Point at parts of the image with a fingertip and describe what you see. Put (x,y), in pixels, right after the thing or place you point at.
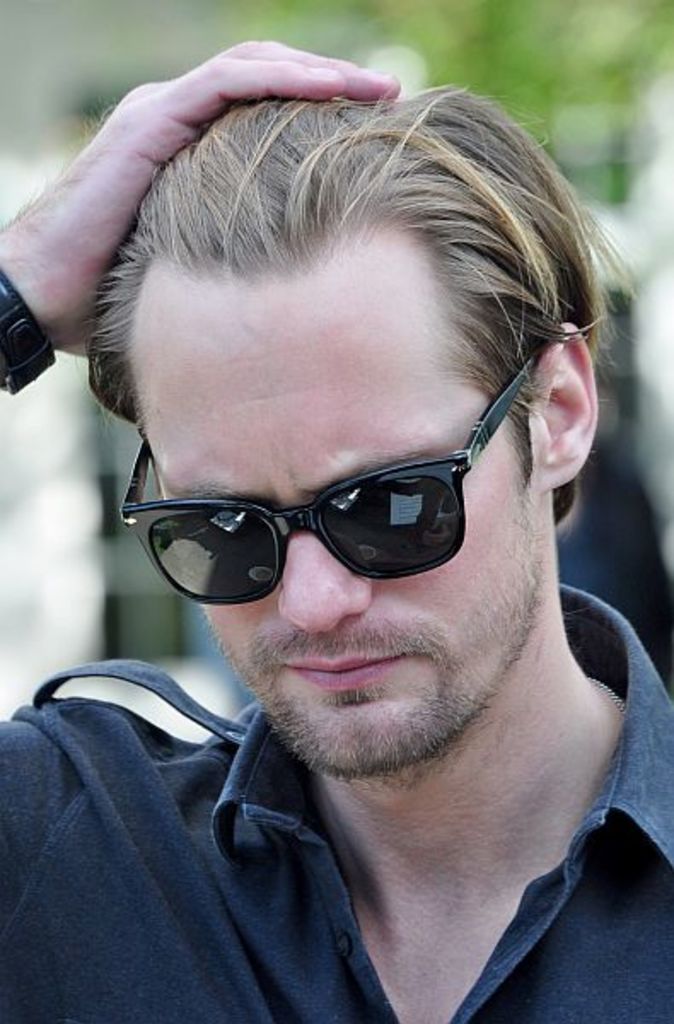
In the picture we can see a man (565,435) with a blue color shirt (52,980) and black color goggles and keeping his hand (52,317) on his hair (435,159) and behind him we can see a something (524,32) which are not clearly visible.
